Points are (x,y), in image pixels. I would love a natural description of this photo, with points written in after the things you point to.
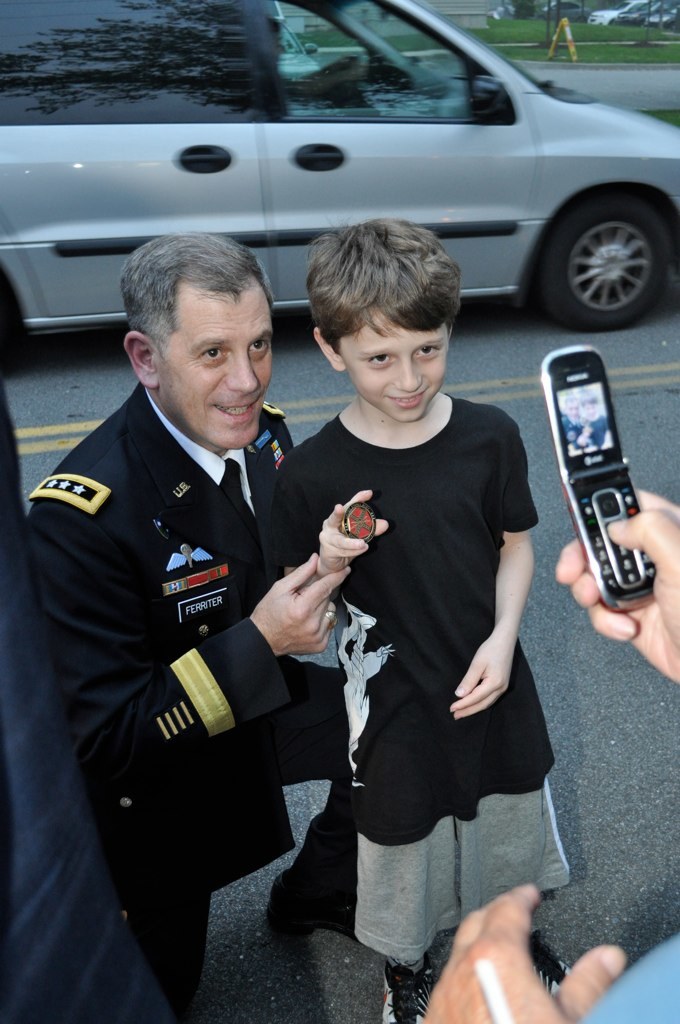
In this image there are two persons (381,301), one man (190,390) and a kid (500,782). Both of them are posing to a mobile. In the background (445,65) there is a car (445,65) and a grass (596,31).
